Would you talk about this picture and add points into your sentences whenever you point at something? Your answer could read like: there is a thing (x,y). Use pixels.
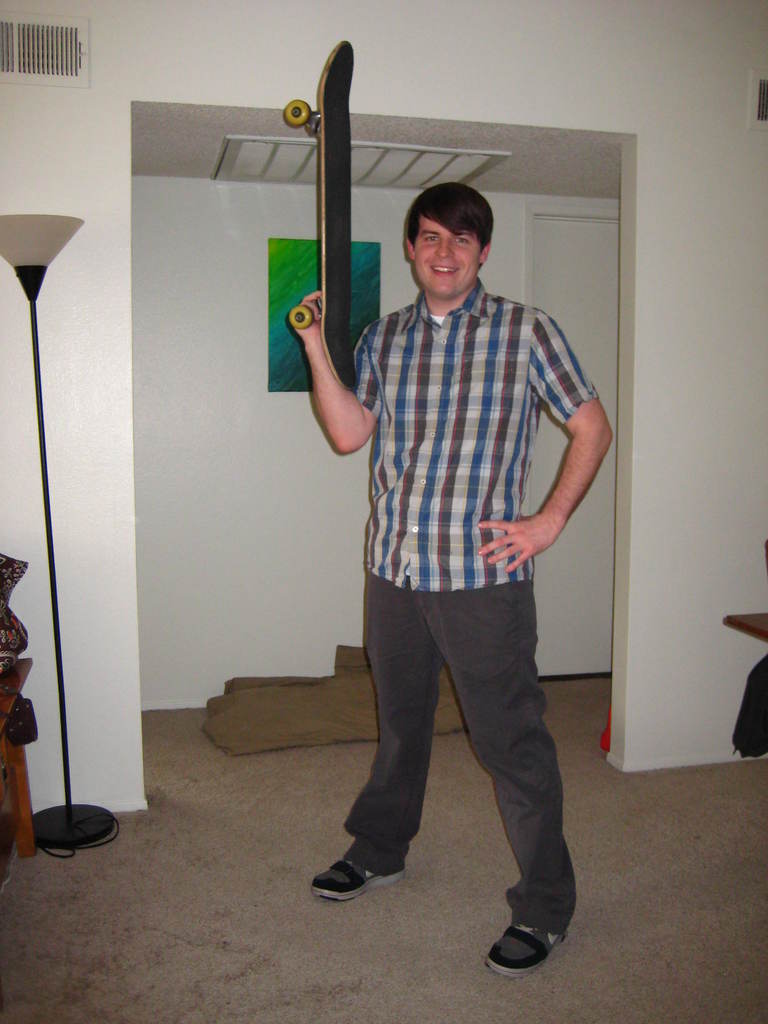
In the center of the image (510,372), we can see a person (411,430) standing and smiling and holding a skating board (321,299). In the background (298,263), there is a frame (286,263) on the wall (155,464) and we can see a stand (51,559) and a door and there are some other objects (447,149). At the bottom (290,708), there is a cloth (288,722) on the floor (270,944).
